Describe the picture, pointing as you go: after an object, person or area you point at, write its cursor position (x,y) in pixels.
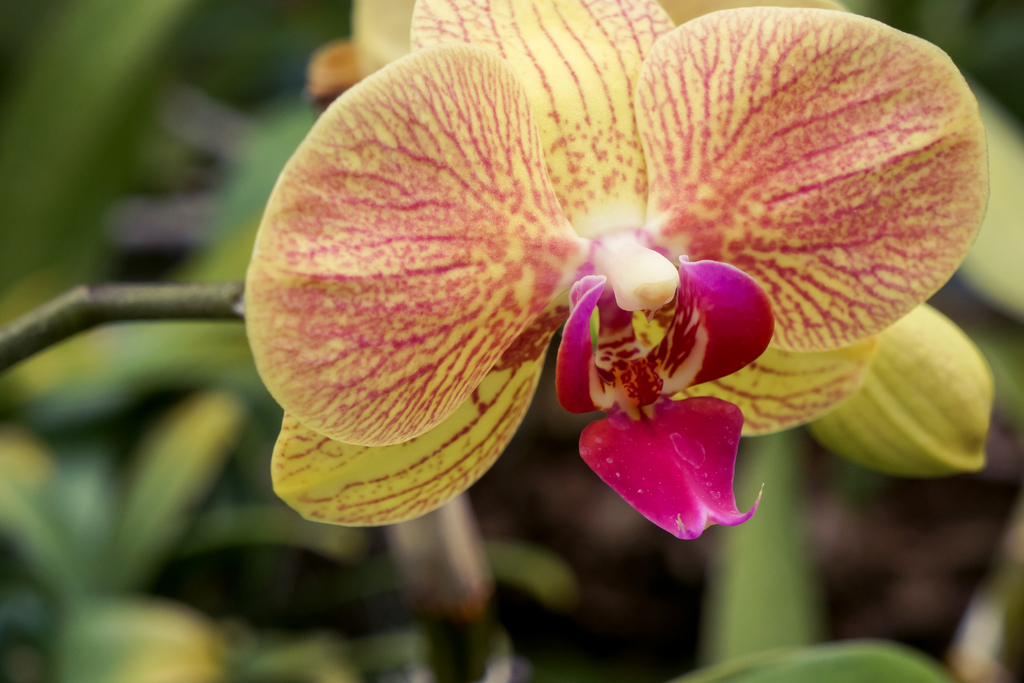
This image is taken outdoors. In this image the background (225,546) is a little blurred. There are a few leaves (148,480). In the middle of the image (391,422) there is a plant (350,499) with leaves (779,582), stems (175,285) and there is a flower (492,184) which is light yellow and pink in colors.
